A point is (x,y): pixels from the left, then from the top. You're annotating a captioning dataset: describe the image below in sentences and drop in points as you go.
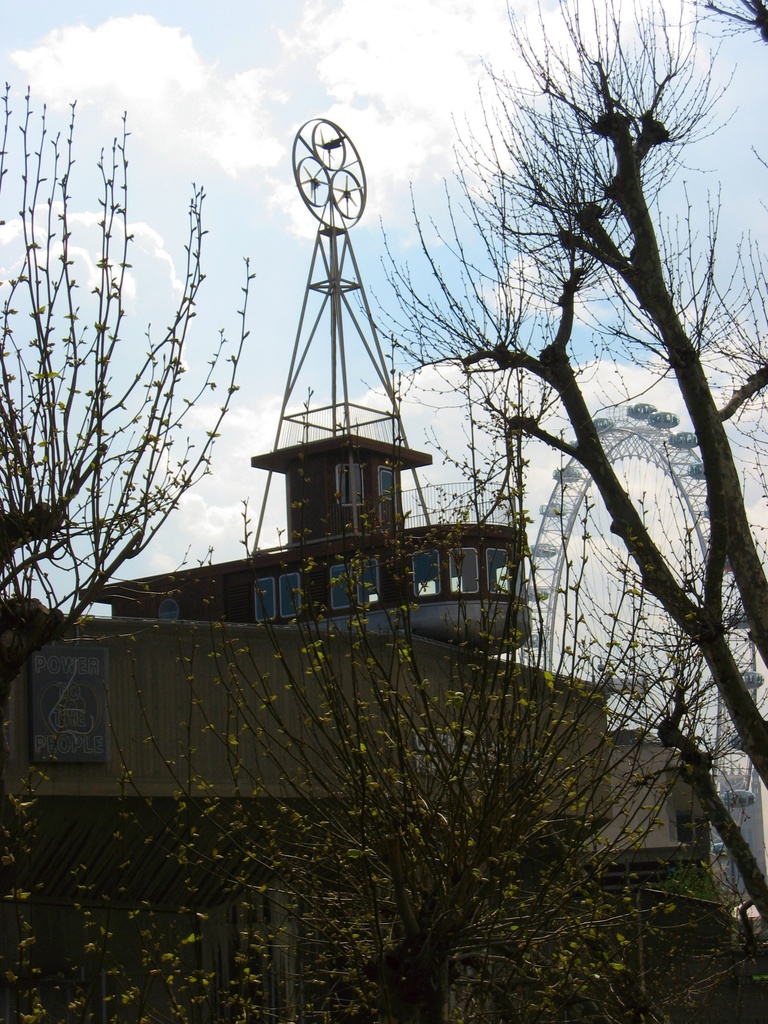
In this image in the front (451,891) there are trees (423,797). In the background (312,705) there is a building (292,558) and the sky (340,208) is cloudy.
